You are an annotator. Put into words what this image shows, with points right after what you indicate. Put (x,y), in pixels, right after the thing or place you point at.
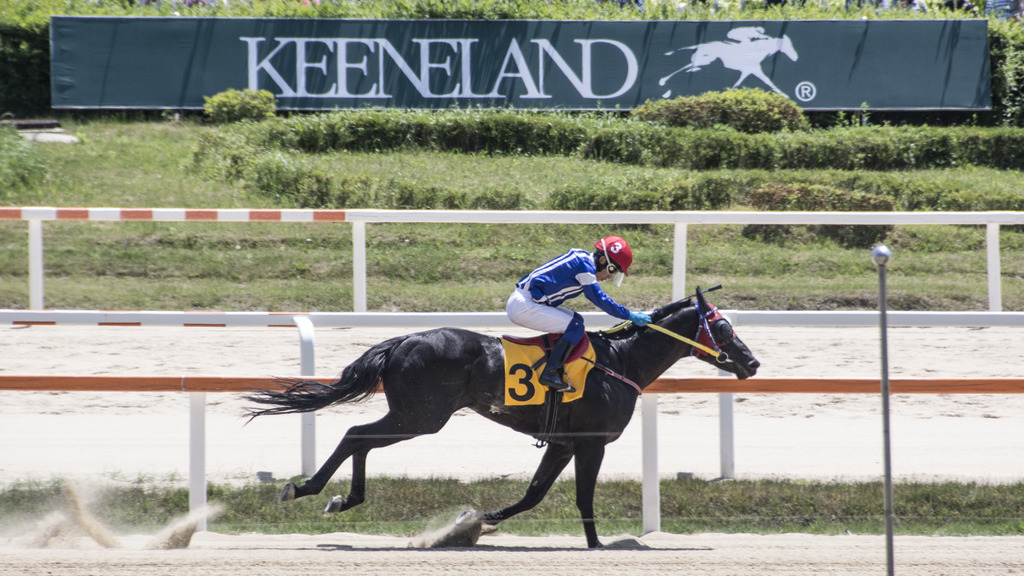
In the image there is a person (576,331) riding a horse (409,382) on the sand floor (567,556), behind there is a fence (95,318) followed by plants (273,152) and grass (158,123).
